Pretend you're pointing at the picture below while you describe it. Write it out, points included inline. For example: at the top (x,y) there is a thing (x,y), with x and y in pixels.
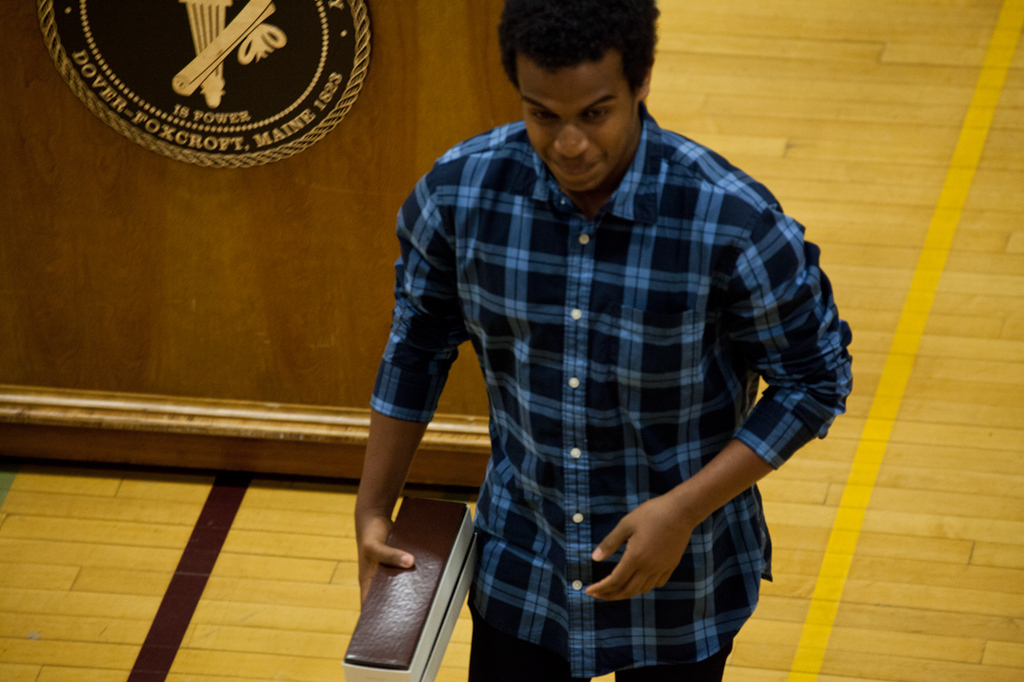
In the center of the image (612,356) there is a person (585,326) holding an object (441,577). In the background (300,269) we can see a podium (271,73) and also floor (899,257).
